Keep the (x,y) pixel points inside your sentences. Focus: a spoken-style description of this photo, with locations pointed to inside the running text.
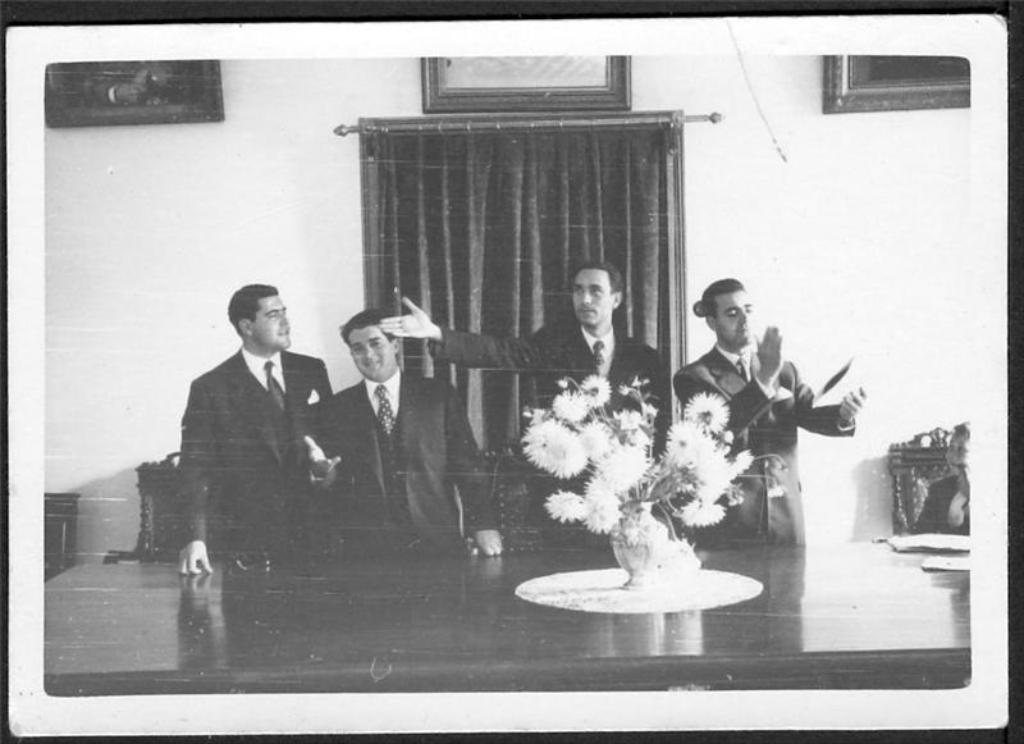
It's a black and white image in this 4 men (325,393) are standing. 4 Of them wore black color coats (409,518) behind them there is a curtain (608,251).
